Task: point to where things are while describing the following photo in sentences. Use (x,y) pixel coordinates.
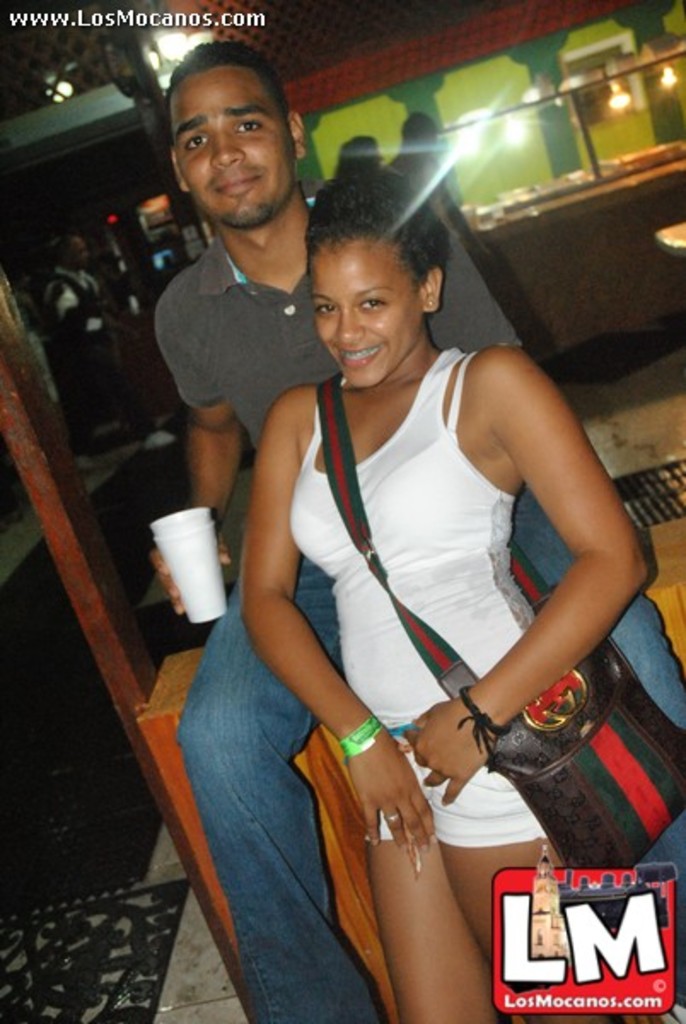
In this picture there is a man (212,325) and a woman (351,683) in the center of the image (391,371) and there are other people (436,205), lights (464,157), and a desk (624,184) in the background area of the image (665,174), it seems to be there is a wall (499,63) in the background area of the image (413,72).
